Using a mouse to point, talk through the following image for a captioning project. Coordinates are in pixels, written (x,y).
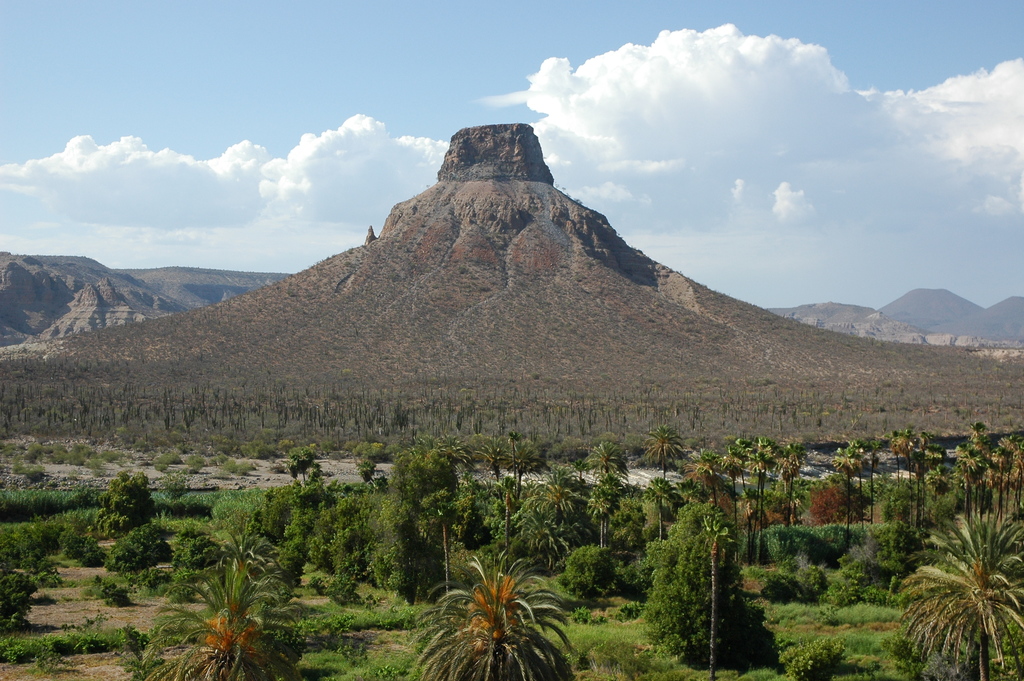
In this image there are plants (512,633), mountains (516,286) and the sky (572,118).
